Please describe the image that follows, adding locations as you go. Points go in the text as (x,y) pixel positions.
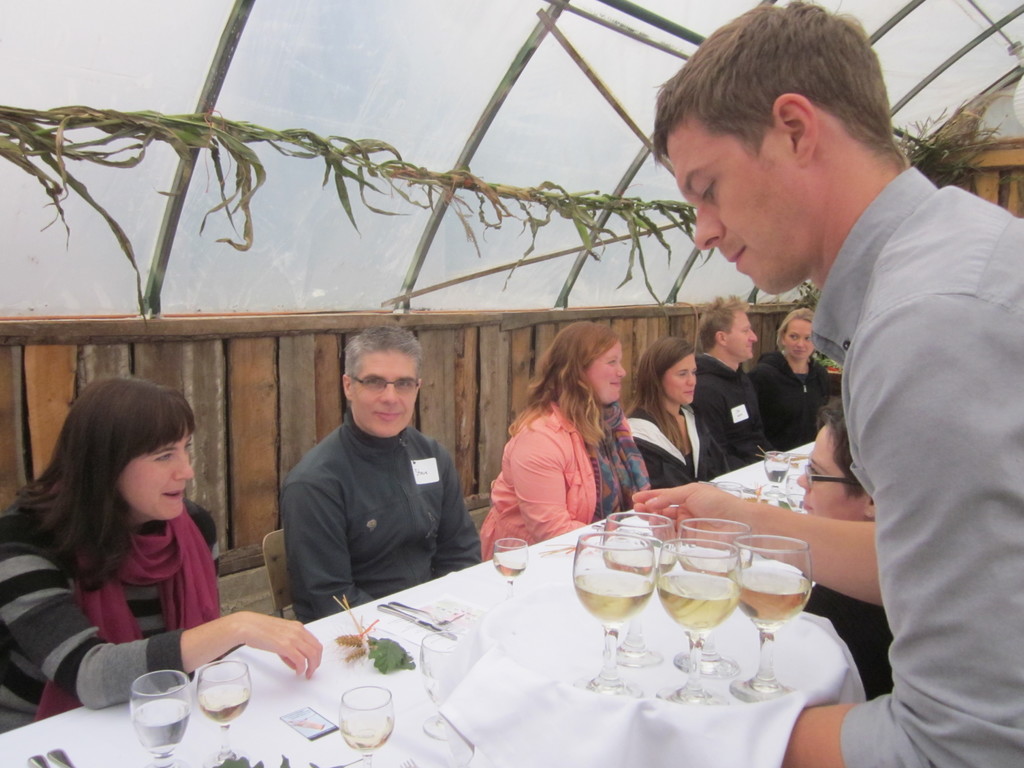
This persons (406,456) are sitting on a chair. On this table (121,709) there are glasses (427,684) and spoons (415,613). This person (995,675) is standing and holding a tray (568,648). On this tray (572,622) there are glasses (777,618).
